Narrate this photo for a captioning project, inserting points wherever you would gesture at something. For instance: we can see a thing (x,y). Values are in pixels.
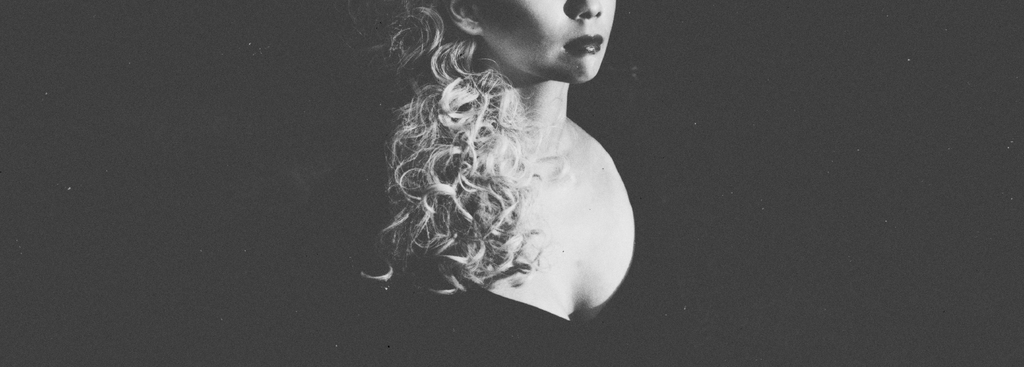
This is a black white image. In the middle (579,170) there is a lady (552,70) and she left her hair (438,132) to the front (445,157). And there is a black background (118,86).
